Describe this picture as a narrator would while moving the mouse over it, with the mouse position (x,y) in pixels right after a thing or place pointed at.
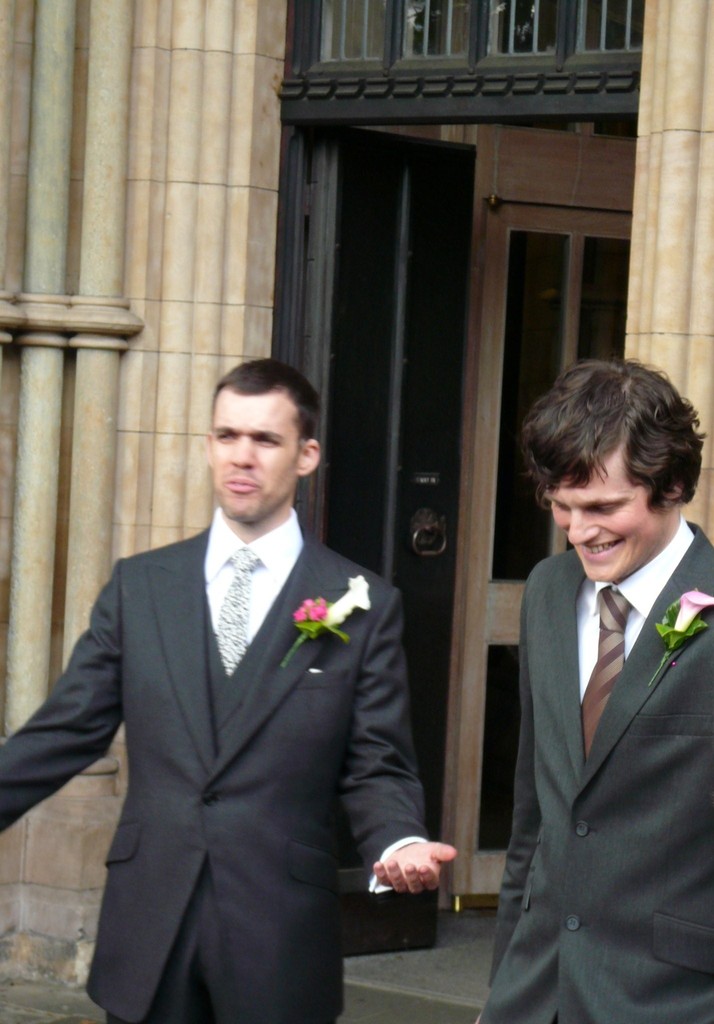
In this image we can see two persons (680,750) wearing a coat (295,674) and tie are standing on the floor (461,950). Two flowers (340,611) are placed on the coats (308,641). In the background (464,617) we can see a building (119,362) with poles (101,242), door (424,263) and a window (569,48).
